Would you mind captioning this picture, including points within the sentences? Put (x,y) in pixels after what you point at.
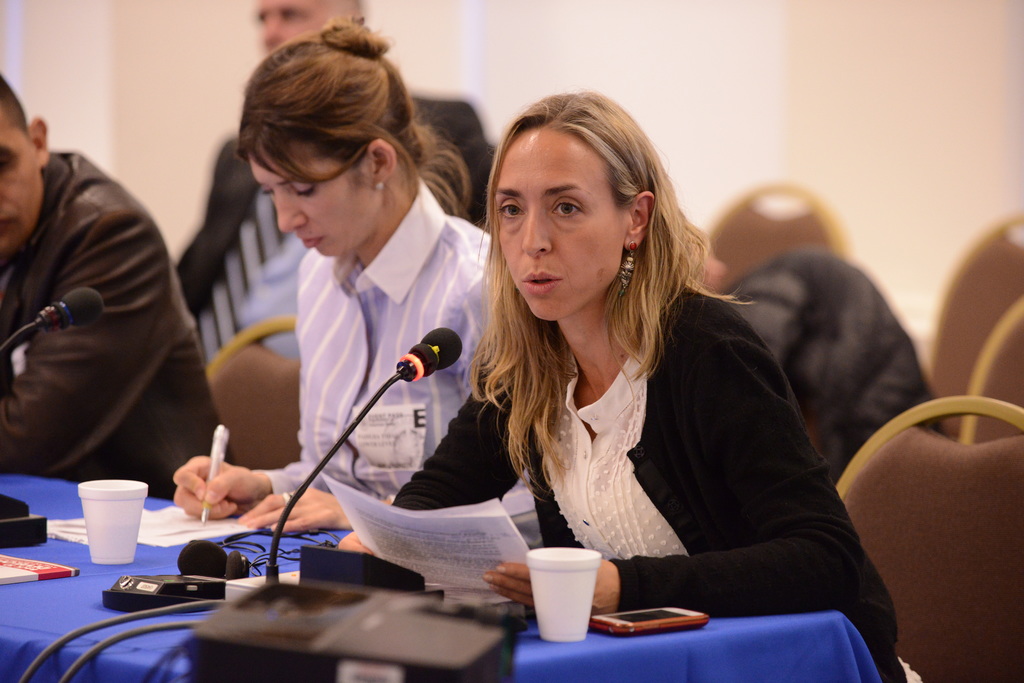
In this image we can see the people (603,363) sitting on the chairs (238,367) and holding paper (353,507) and pen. In front of them, we can see the table (106,587), on that there are some objects (424,366) like mic (424,366), cups (571,592), cell phone (667,616) and box (282,604). And at the back (793,50) we can see the wall (678,158).
